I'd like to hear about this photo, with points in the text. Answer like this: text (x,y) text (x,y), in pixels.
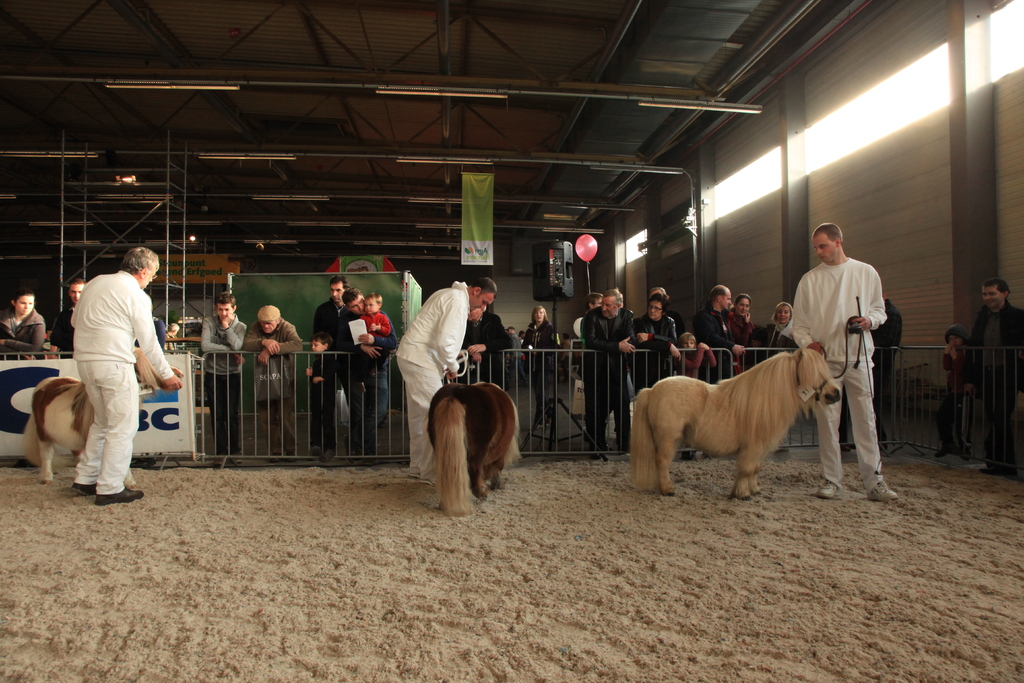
In this image few animals (478,444) are on the land (540,551). Three persons (432,362) wearing white dress (130,338) are holding belts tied to animals (669,396). Few persons (213,337) are standing behind the fence (533,381). A person (358,358) is holding baby (377,325) in his arms (346,350). There is a sound speaker (566,296) attached to the stand (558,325). Beside there is a balloon (588,259). Few banners (473,228) are hanged from the roof (513,203) having few lights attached to the rods (312,154).
